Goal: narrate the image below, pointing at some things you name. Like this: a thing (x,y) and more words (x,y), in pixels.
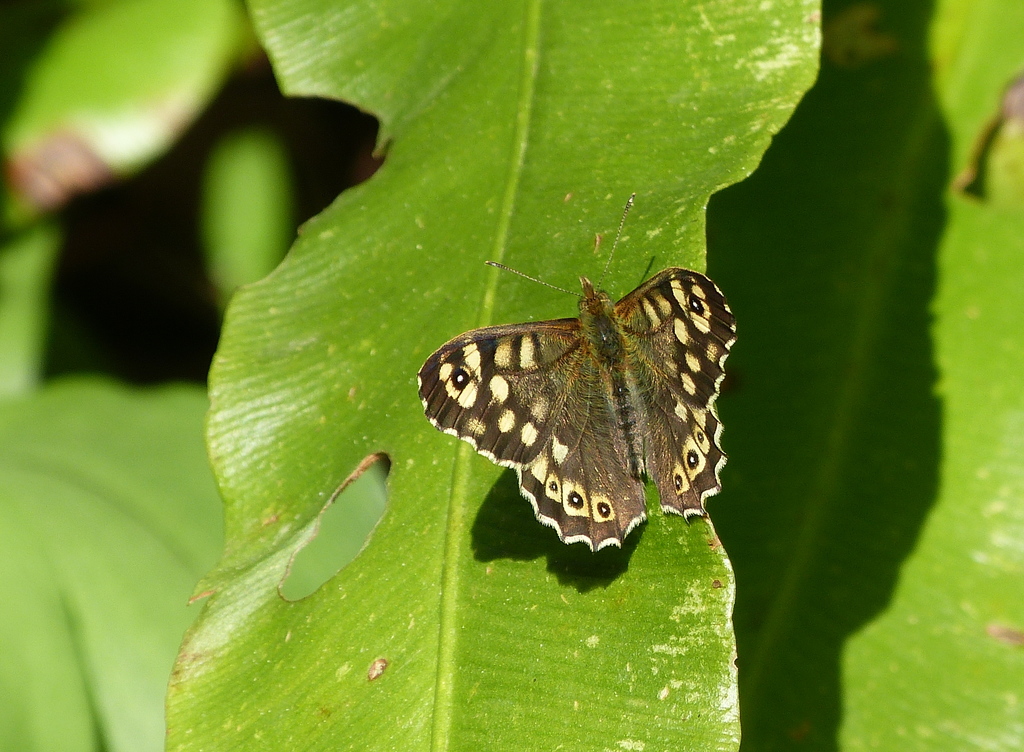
In this image there is a butterfly (523,445) on the leaf (445,639). Around the butterfly (476,370) there are leaves (817,145).
